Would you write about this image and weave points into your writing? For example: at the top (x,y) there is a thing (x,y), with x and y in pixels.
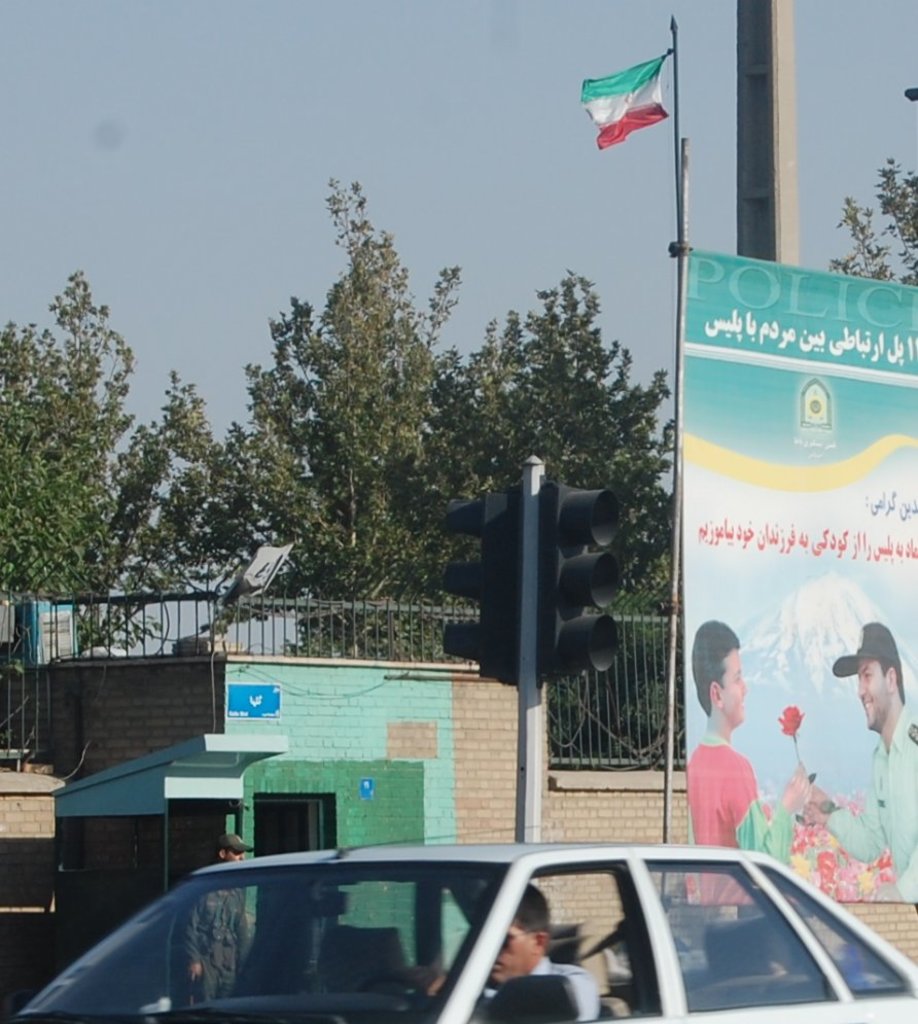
In the image we can see there is a car (318,942) which is parked on the road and behind there is a banner (731,476) of a man (874,692) giving rose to another person (709,760) and behind there are lot of trees (537,444) and a flag (644,91) which is hoisted.
